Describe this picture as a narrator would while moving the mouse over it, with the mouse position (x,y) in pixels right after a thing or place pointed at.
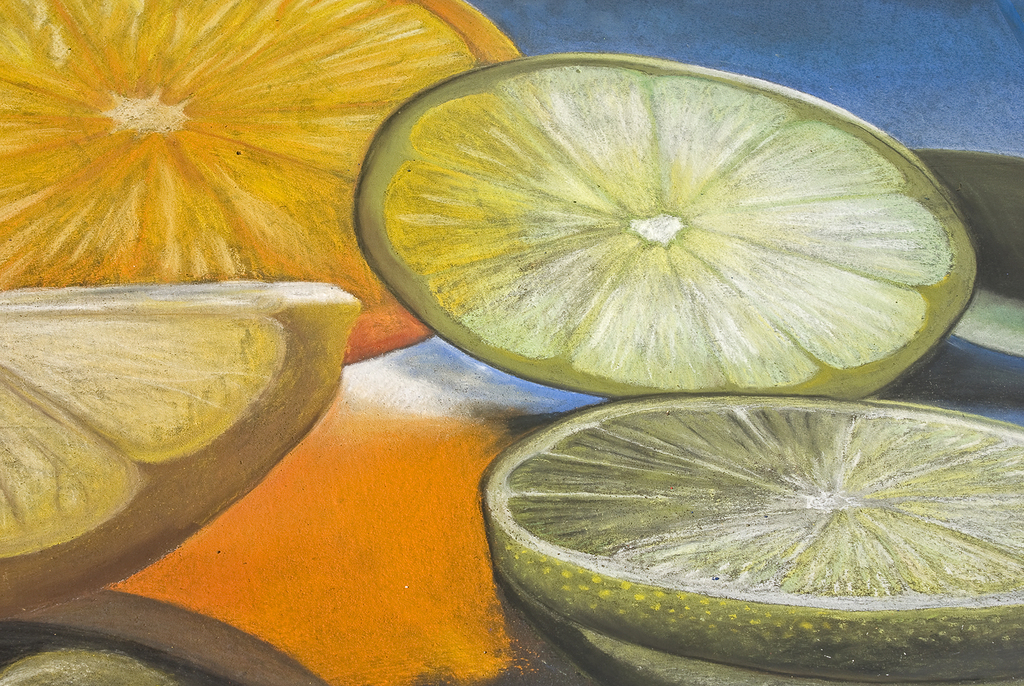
In the image we can see the painting (331,335) of lemon slices (532,317) and the background (829,62) is blue.
